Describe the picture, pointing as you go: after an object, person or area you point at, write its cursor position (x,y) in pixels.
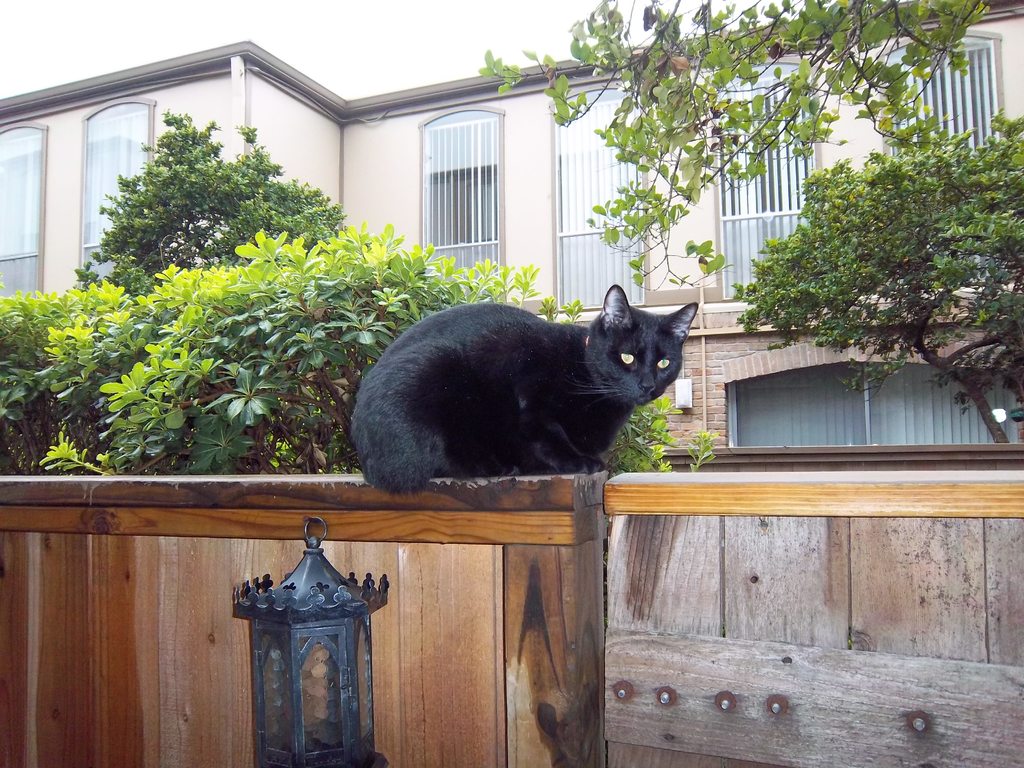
In the middle (563,443), there is a black color cat (409,333) on the wooden wall (582,557). Beside this wall (545,571), there is a light (293,598). In the background (349,390), there are plants (378,296), trees (170,190), a building (459,185) which is having glass windows (583,150) and there is sky (162,45).
